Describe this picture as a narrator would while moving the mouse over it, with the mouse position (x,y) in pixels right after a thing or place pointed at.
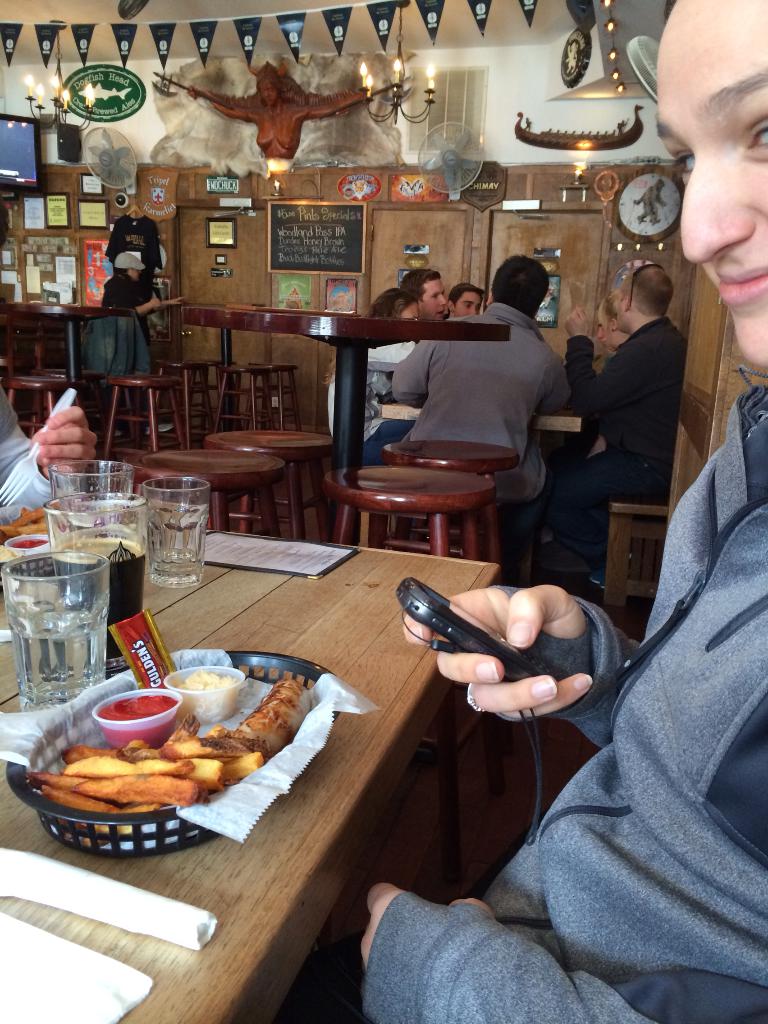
There is a person (505,969) who is sitting in the chair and using the mobile (443,618). In front of him there is a table (251,580) on which there is basket (332,722) full of food (197,774), glasses (78,594) and a menu card (265,556). At the background (526,301) there are another group of people (516,319) who are sitting around the table (561,420) and talking. On the top (287,112) there is statue (294,118) and a blackboard (301,257), fan (119,170), television (15,152), speaker (64,153), chandelier (371,91) and a flags (335,28).
